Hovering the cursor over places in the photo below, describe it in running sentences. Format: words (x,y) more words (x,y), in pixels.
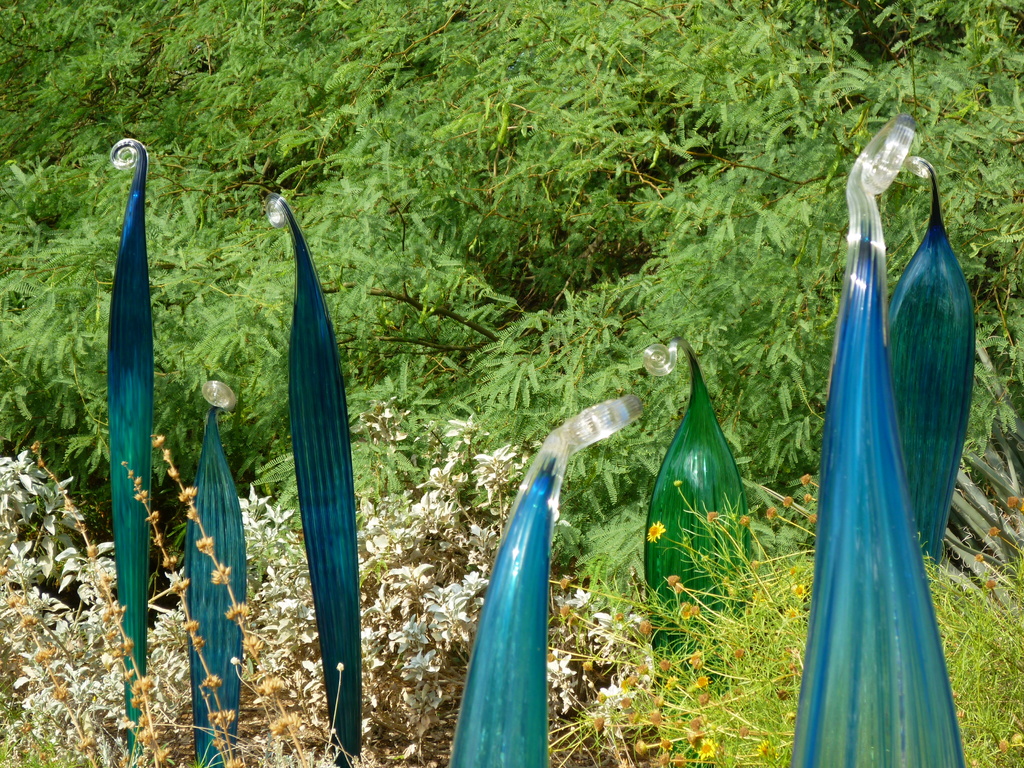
In this picture there are leaves (421,620) in the foreground area of the image (304,679) and there is greenery (406,231) around the area of the image.
